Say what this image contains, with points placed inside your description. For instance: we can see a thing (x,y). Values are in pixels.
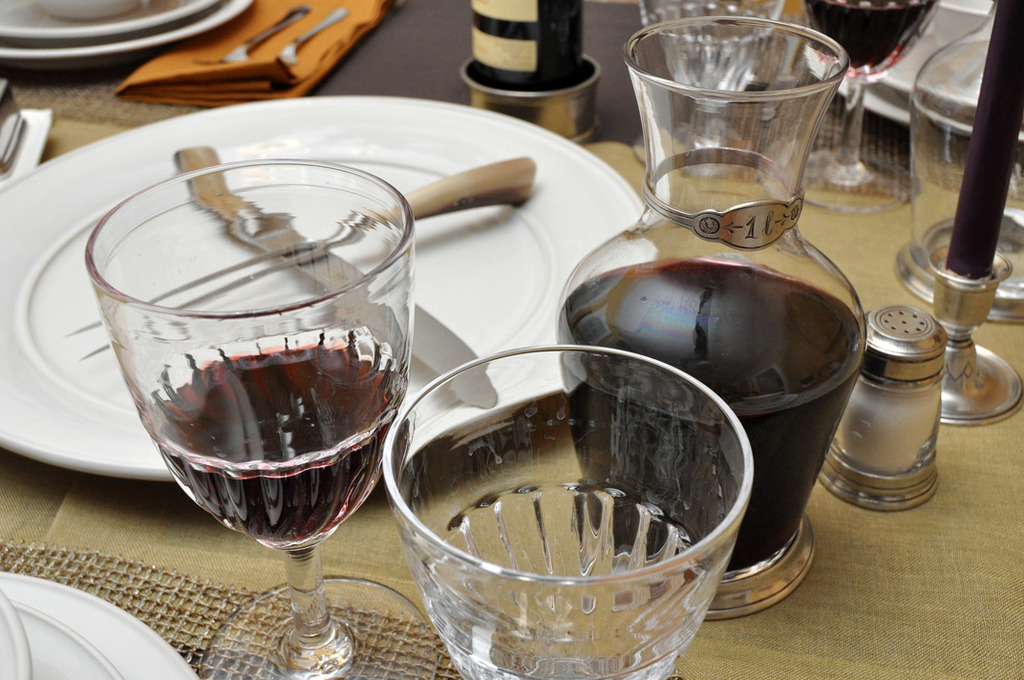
In this image i can see there is a plate (526,303), few glasses (405,383) and other objects (742,223) on the table (34,472).
